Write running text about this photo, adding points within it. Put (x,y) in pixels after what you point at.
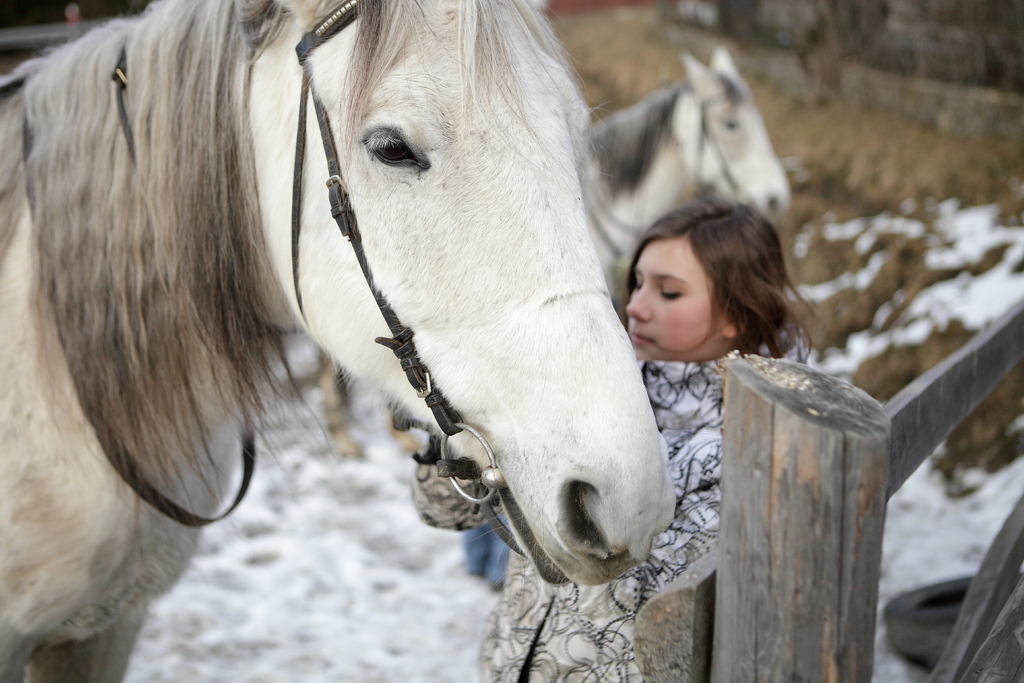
In this image I can see a woman (675,219) and two horses (533,156).
